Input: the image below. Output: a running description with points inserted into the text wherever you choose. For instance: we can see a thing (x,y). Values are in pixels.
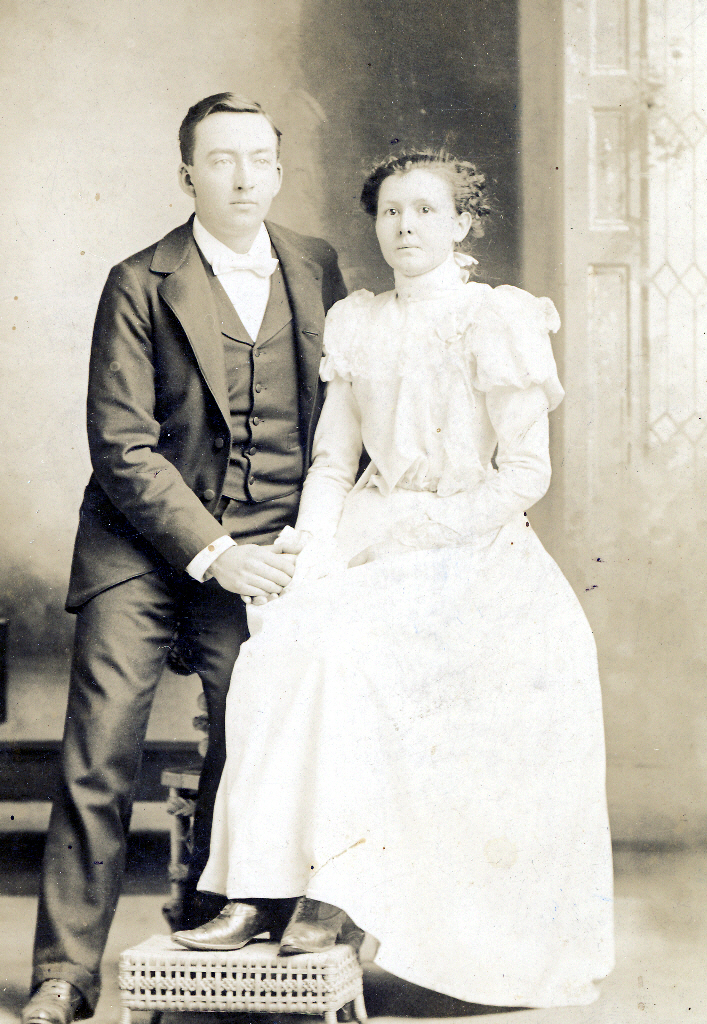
In the foreground of this black and white image, there is a woman (373,577) sitting and wearing a white dress (399,773) and kept legs (291,945) on the stool (272,975). Beside her, there is a man (195,340) wearing suit (220,478) holding her hand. In the background (354,119), there is a wall (374,99) and it seems like a window (672,195) on the right (606,209).
